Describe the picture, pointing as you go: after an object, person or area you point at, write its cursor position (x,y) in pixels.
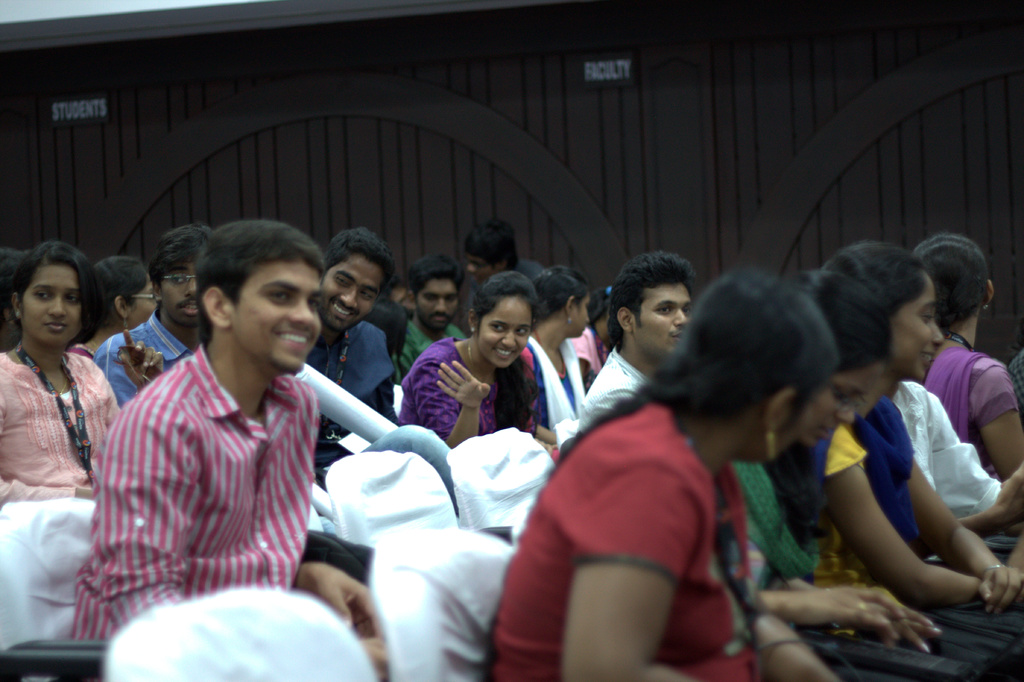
In this image there are group of people (474,435) sitting on the chairs (409,591), and in the background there are boards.
